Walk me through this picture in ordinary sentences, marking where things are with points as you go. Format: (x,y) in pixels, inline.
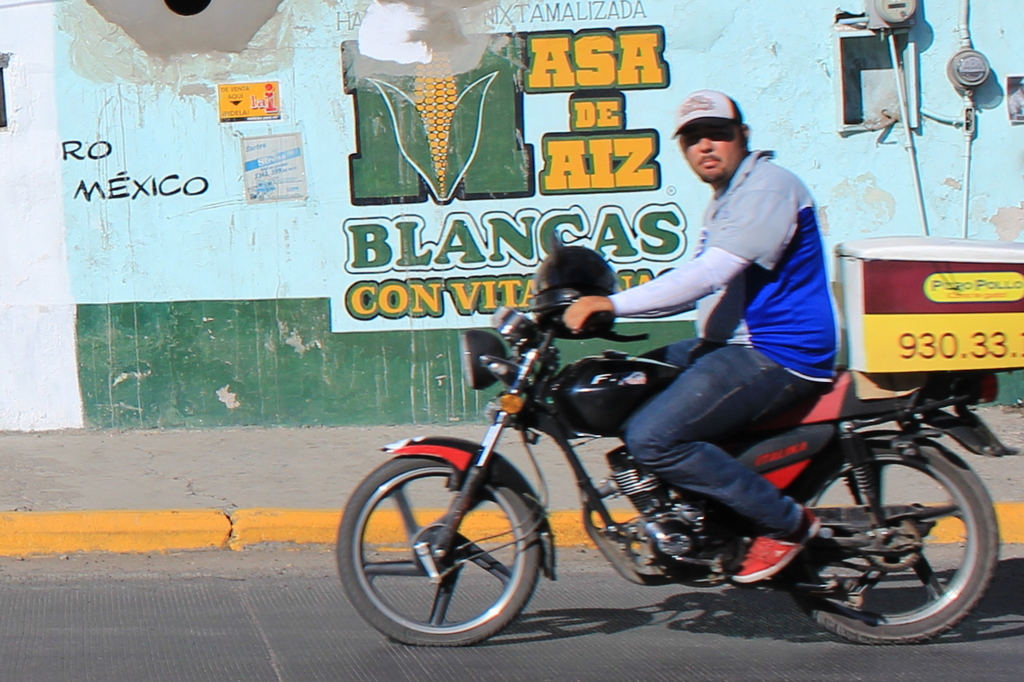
In this picture a guy (720,315) is riding a bike (459,451) with a helmet (569,290) on top of it. In the background (317,249) there are many arts (102,146) done on a wall (584,136).
